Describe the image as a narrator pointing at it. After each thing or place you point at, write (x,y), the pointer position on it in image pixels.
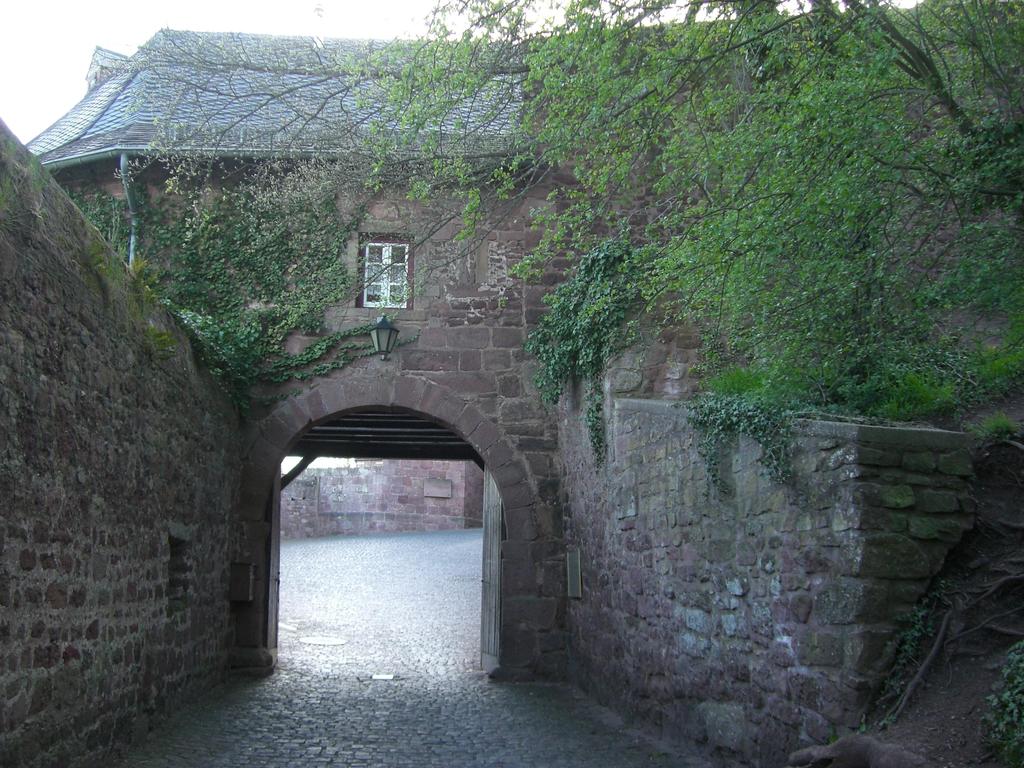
In the middle of the picture (388,339), we see an arch (431,419) and a lantern (379,330). On either side of the picture, we see a wall (154,600) which is made up of stones (719,492). On the right side (745,301), we see trees (736,377). In the background (382,199), we see a tree (560,161) and a house (511,340) with a grey color roof (420,151). This house (371,298) is made up of stones (401,228).
